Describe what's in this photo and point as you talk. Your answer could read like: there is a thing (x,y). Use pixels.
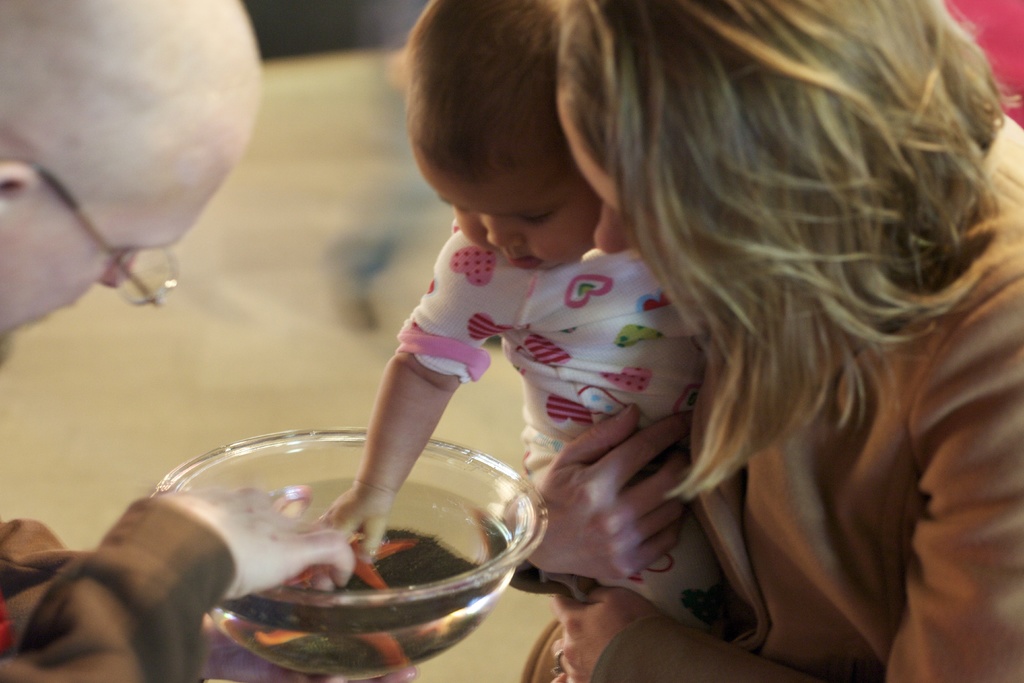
There is one woman (722,475) holding a baby (636,364) on the right side of this image (798,402) and there is one man (68,261) holding a bowl (497,504) which is on the left side of this image (321,628).
